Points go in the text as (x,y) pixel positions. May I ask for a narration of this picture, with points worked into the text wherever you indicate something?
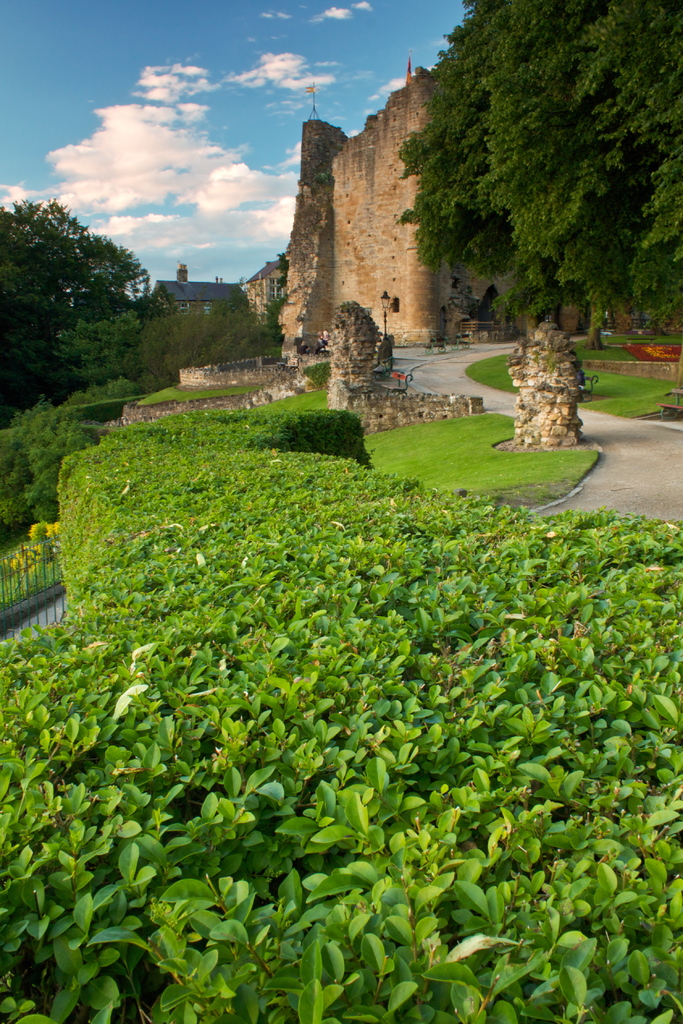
In this image we can see a group of plants (462,603), trees (510,186), grass (206,396), walls (215,398), fencing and few houses (249,286). At the top (246,163) we can see the sky (308,102).
